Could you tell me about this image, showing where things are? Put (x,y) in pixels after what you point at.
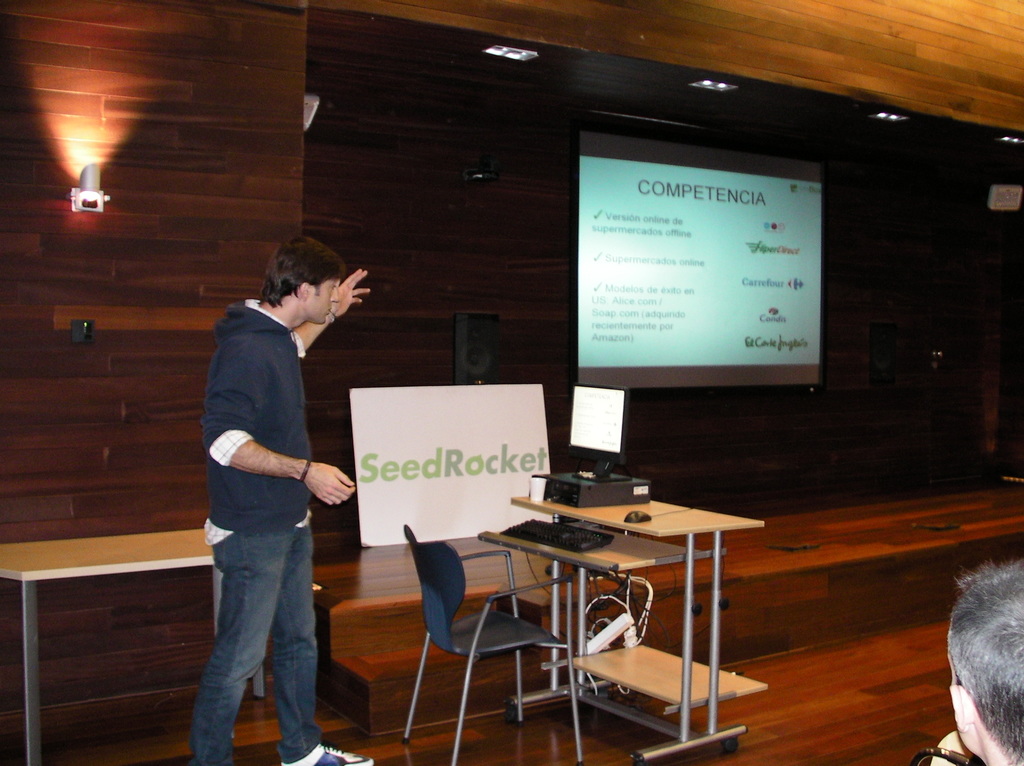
In this image I can see a person (216,429) standing wearing blue shirt (205,422), blue pant (246,637). I can also see a system (621,455) on the table (622,548) and the table (694,515) is in brown color, and I can also see a chair (534,644) in blue color. Background (654,324) I can see a projector screen (668,340), few lights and wooden wall (205,160).
